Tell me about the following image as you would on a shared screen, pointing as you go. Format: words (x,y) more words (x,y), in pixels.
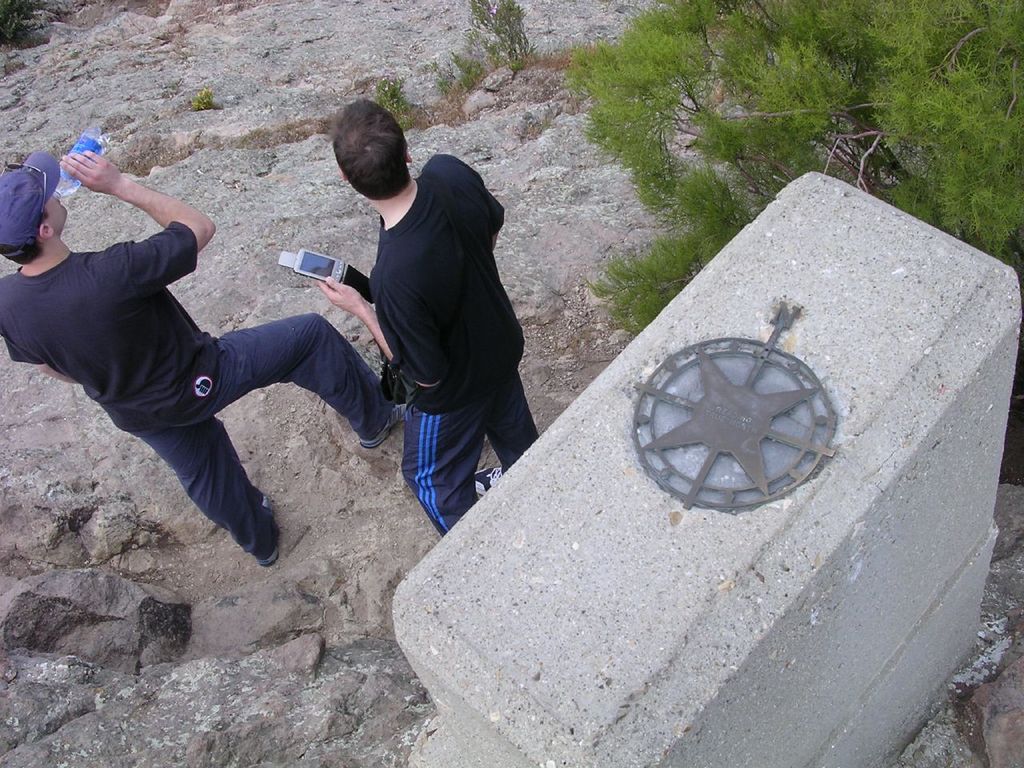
In the image we can see there are people (415,264) standing on the rock (264,608) and there is a person (389,298) holding mobile phone (332,276) in his hand (350,286). There is another person (85,180) drinking water (61,171) from the water bottle (86,142). There is a stone wall (867,599) and there is a circle shaped iron plate (741,420) kept on the stone brick wall (790,505). Behind there is a tree (1000,117).
